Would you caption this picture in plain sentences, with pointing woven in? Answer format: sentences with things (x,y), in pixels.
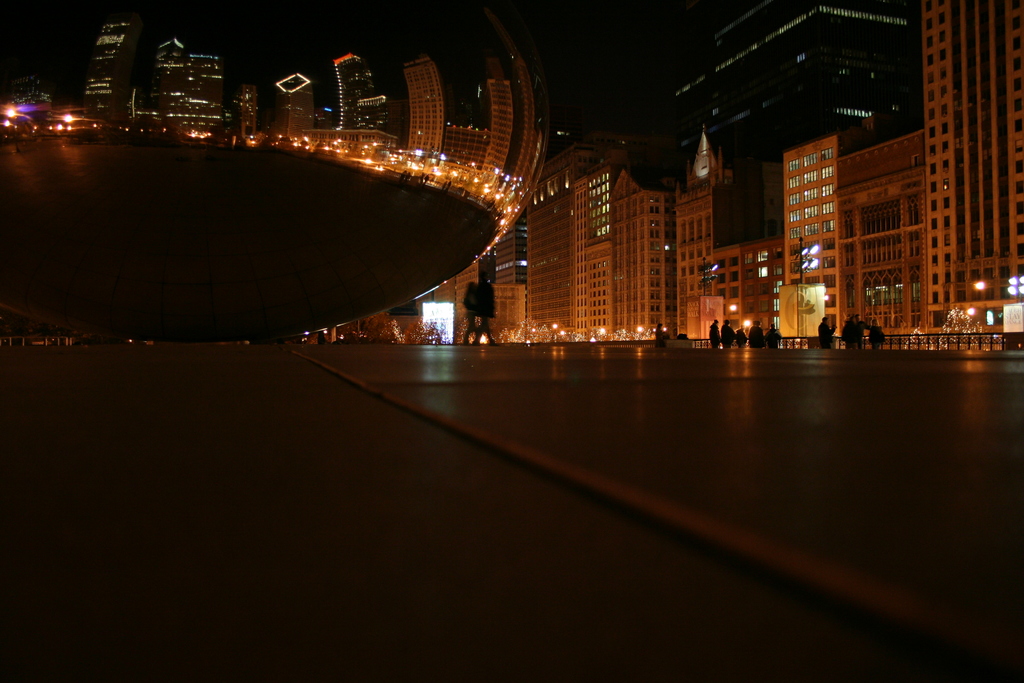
In this image in the center (472,305) there are persons (485,312). On the right side (720,238) there are buildings (741,213). On the left side (302,151) there are reflection (517,111) of the buildings (445,95) reflecting on the mirror (387,112).
